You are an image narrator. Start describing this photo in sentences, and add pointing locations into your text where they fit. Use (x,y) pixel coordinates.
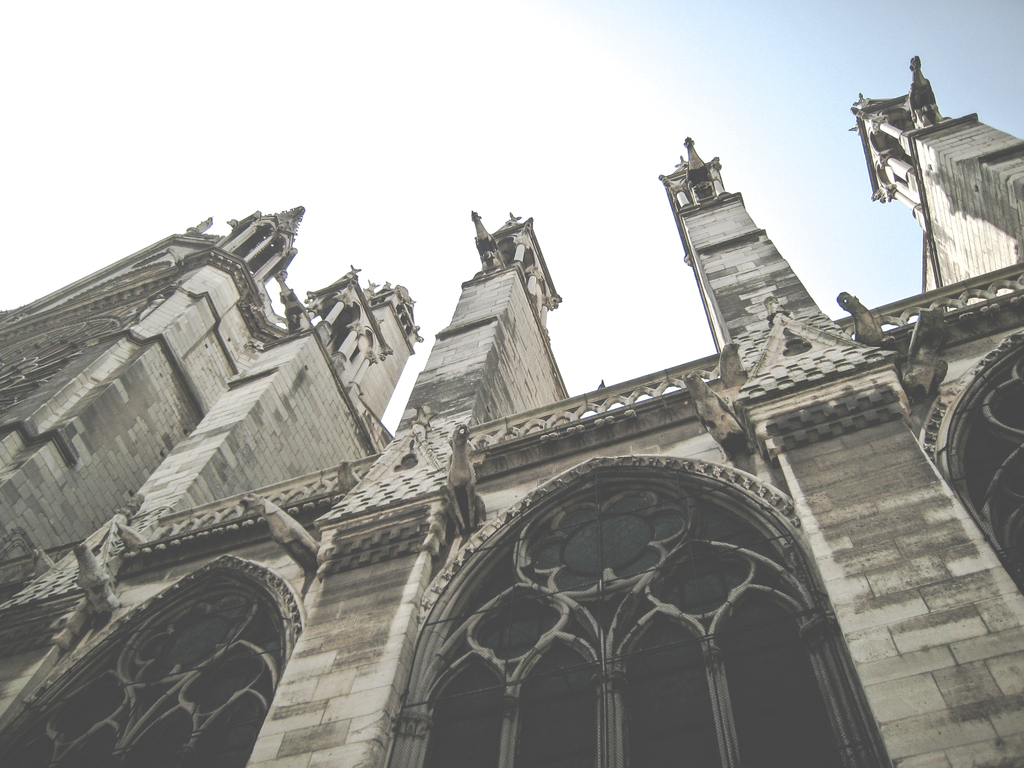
In this picture we can see a building (485,564), there is the sky (562,195) at the top of the picture (572,143).
